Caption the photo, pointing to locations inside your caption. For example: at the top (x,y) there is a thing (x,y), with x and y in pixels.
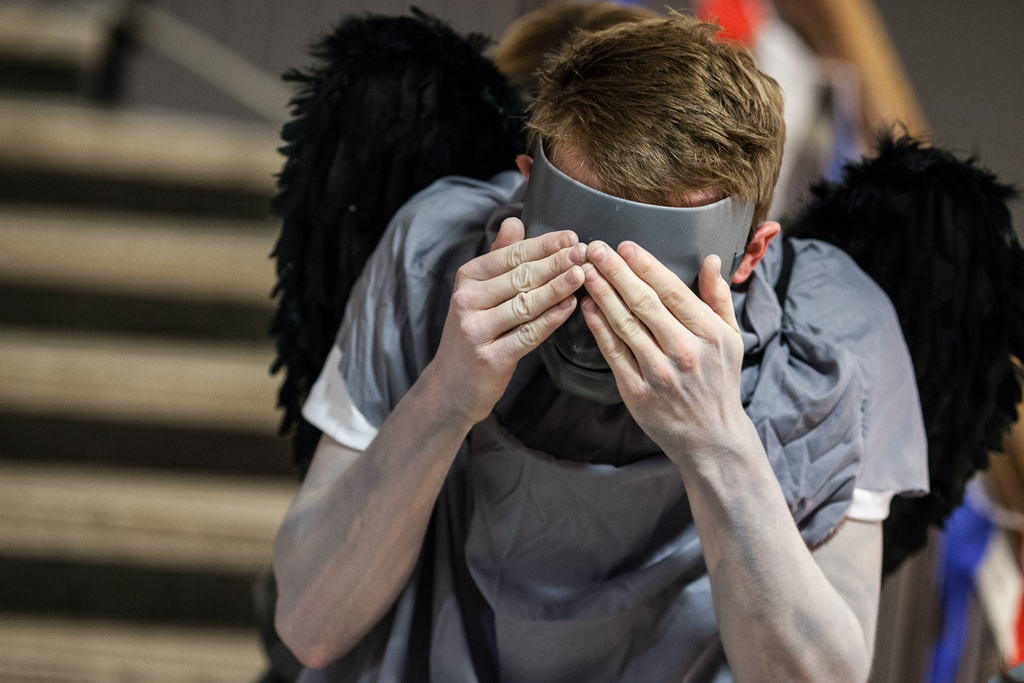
In this image, I can see the man (542,625) standing. He wore a fancy dress (970,255) and a face mask (664,213). The background (209,172) looks blurry.
